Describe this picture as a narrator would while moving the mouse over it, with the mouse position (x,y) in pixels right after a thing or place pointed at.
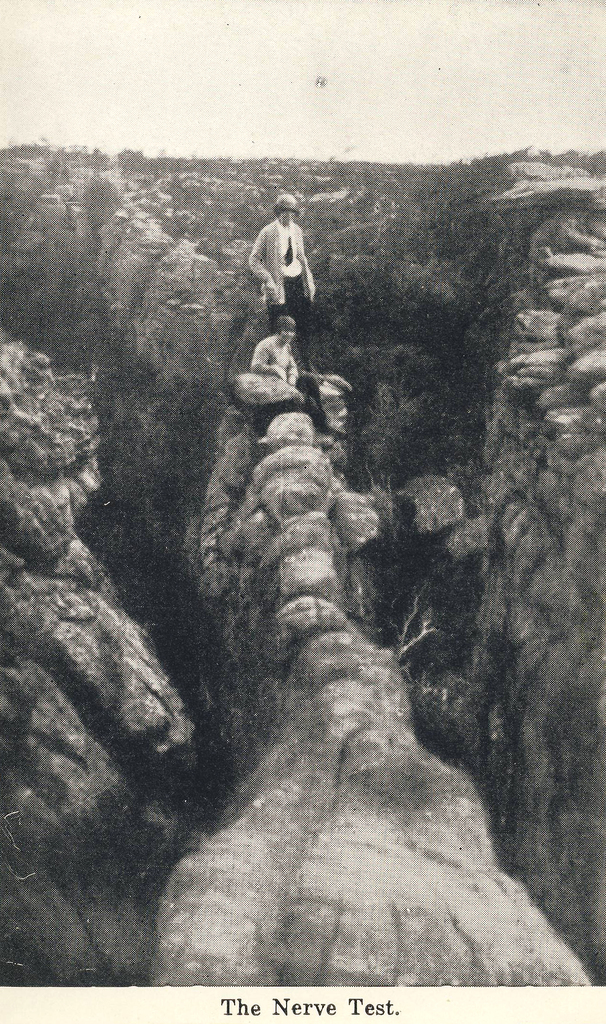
It is an old image, there are lot of hills (211,383) and rocks (282,484), on one of the hill (286,443) a man (269,373) is sitting and behind him another person (282,266) is standing.
